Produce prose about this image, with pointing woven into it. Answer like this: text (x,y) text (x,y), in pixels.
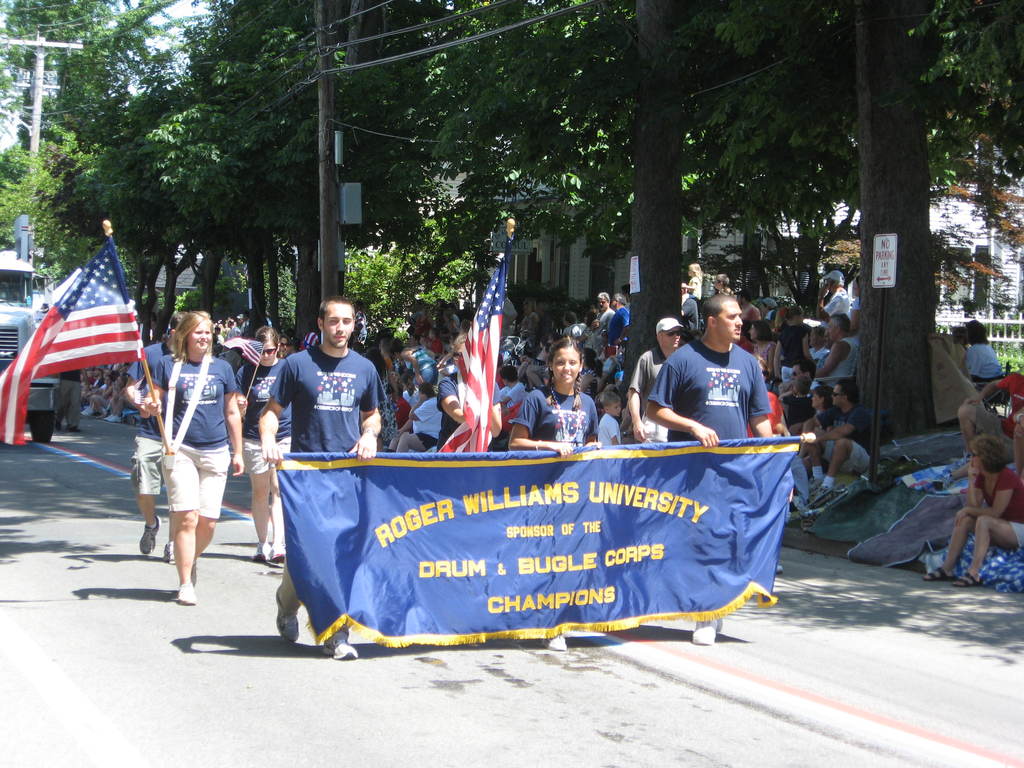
In this image we can see a group of people (580,376) walking on the road (854,643). In that some are holding the flags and a banner (341,623) with some text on it. We can also see a vehicle (44,436), a signboard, a group of people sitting on the ground (880,455), the bark (929,357) of the trees (314,227), the utility poles (322,158) with wires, a group of trees (608,152), some buildings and the sky (194,8).
